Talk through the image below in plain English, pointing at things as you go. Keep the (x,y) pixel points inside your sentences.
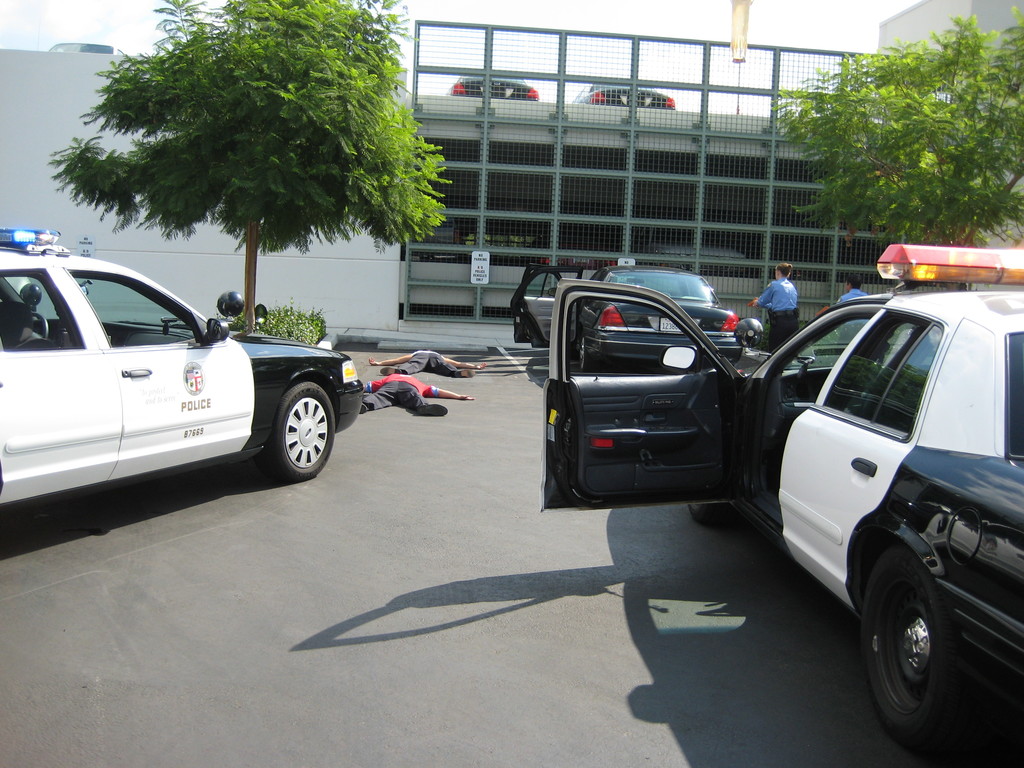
In the foreground of the picture (91,402) there are cars (59,381). In the center of the picture (383,397) there are trees (910,236), people (795,293), plants (291,314). In the background (561,216) there is a wall (50,125) painted white and gate (672,188), beside the gate (558,93) there are cars (519,90). It is sunny.
